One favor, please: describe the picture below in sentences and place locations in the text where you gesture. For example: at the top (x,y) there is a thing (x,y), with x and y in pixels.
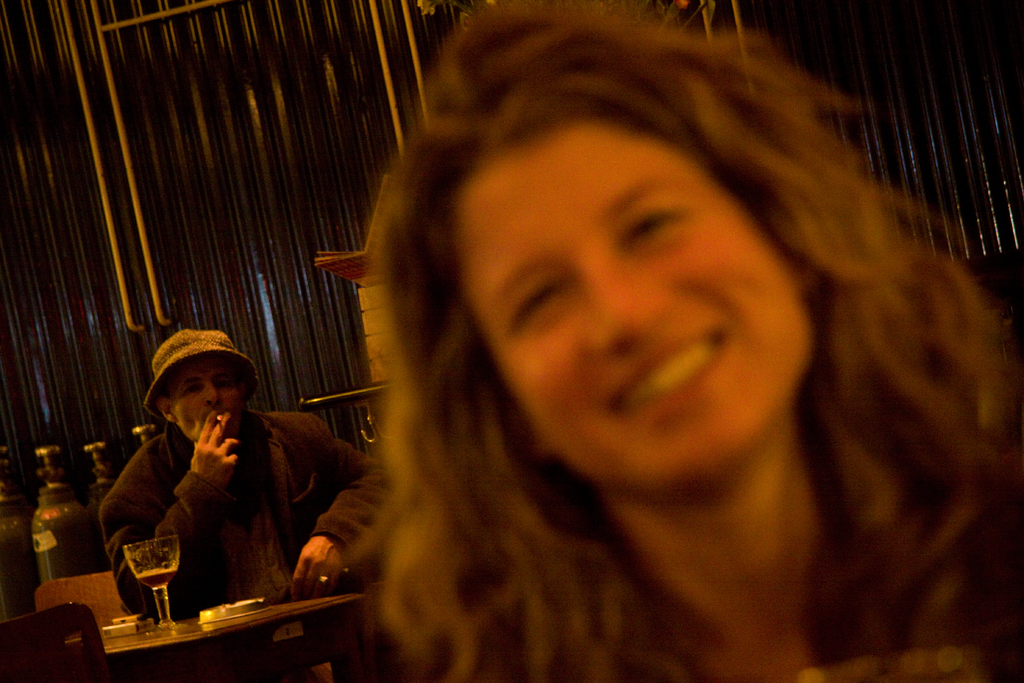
There is a face (674,406) of a woman (614,400) on the right side of this image (709,316), and there is one man (290,437) sitting and smoking on the left side of this image (215,492). There is a glass (152,589) and some objects (203,619) are kept on a wooden table (219,633) at the bottom of this image (148,624). There is a wall (215,113) in the background (394,57). We can see some cylinders (54,479) are present on the left side (52,461) to this person (131,483).
